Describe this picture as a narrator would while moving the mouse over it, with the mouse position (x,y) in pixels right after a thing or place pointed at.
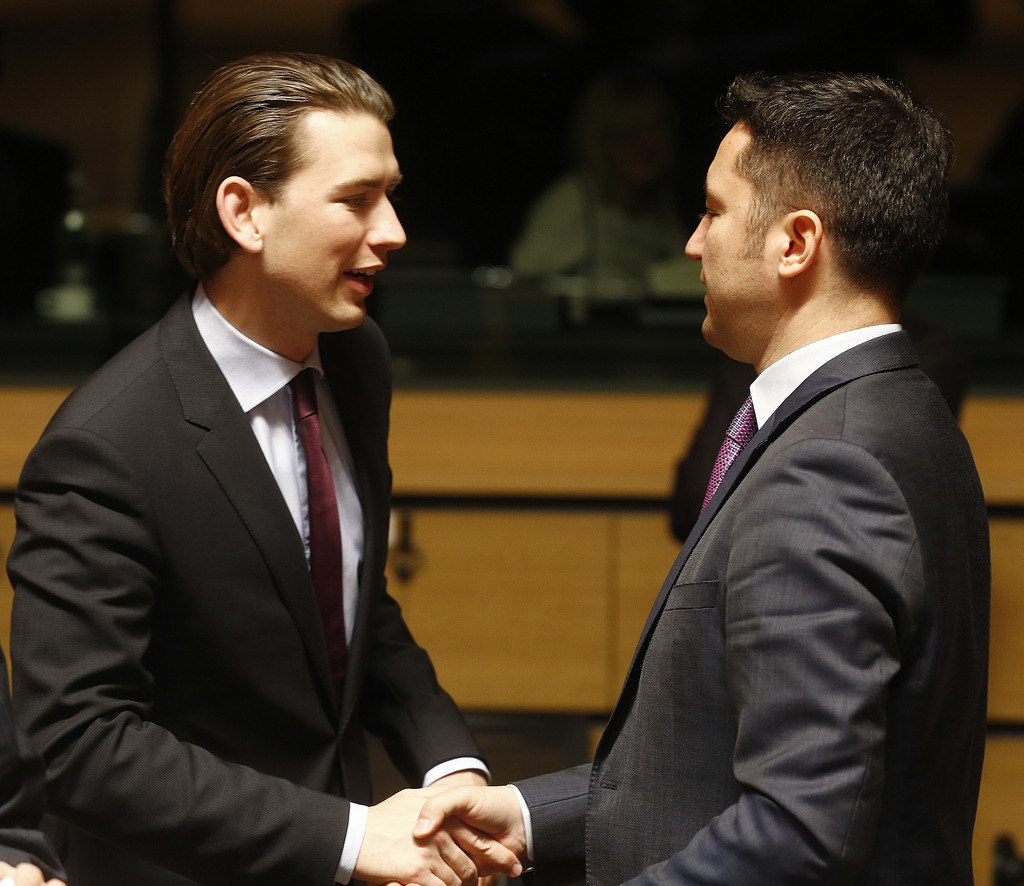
In the picture we can see two men (717,475) standing and shaking the hands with each other and they are wearing a blazer (145,439) with ties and shirts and in the background (537,596) we can see a wooden plank (547,588).
